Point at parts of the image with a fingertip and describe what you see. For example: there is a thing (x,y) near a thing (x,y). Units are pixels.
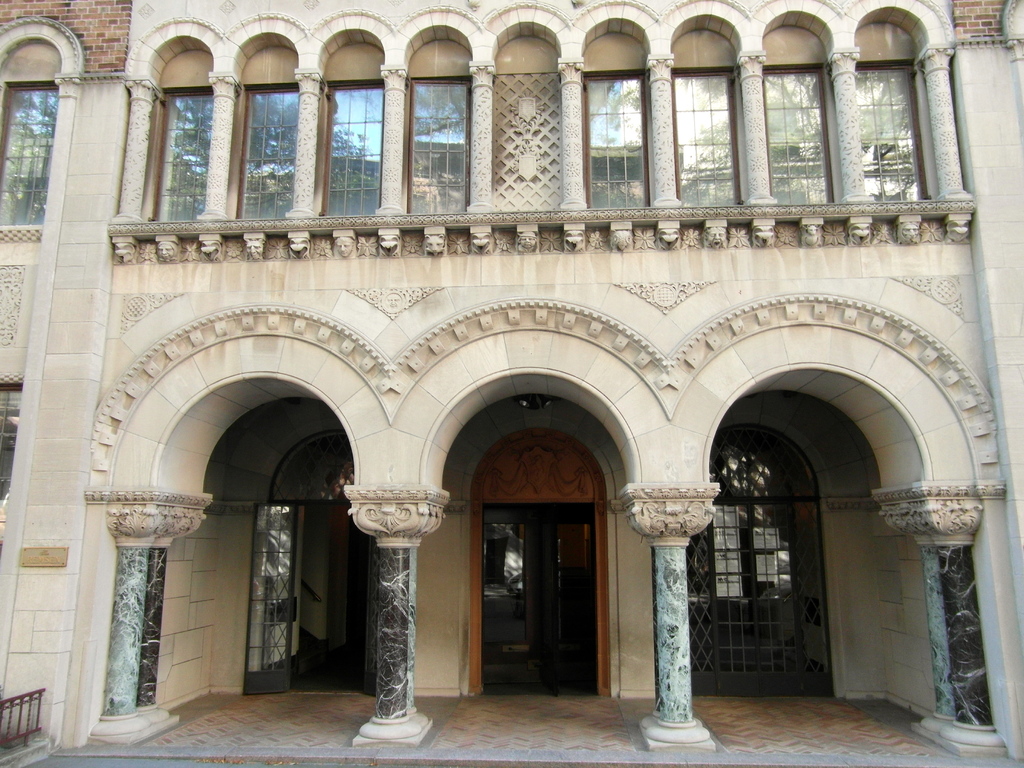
In the center of the image (673,499) there is a building (152,318). There is a door (568,528). There are pillars (404,708). There are windows (632,152).
